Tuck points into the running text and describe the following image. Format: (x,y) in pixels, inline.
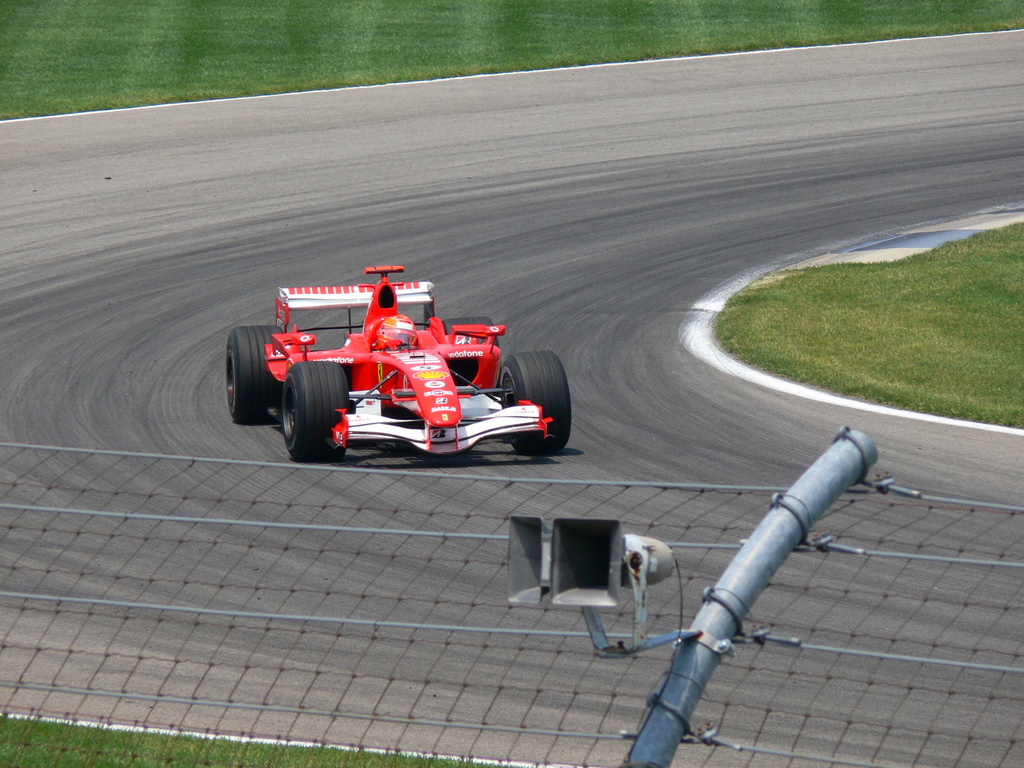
There is a vehicle (438,350) on the road (438,301). This is grass (966,335) and there is a mesh (816,715).
